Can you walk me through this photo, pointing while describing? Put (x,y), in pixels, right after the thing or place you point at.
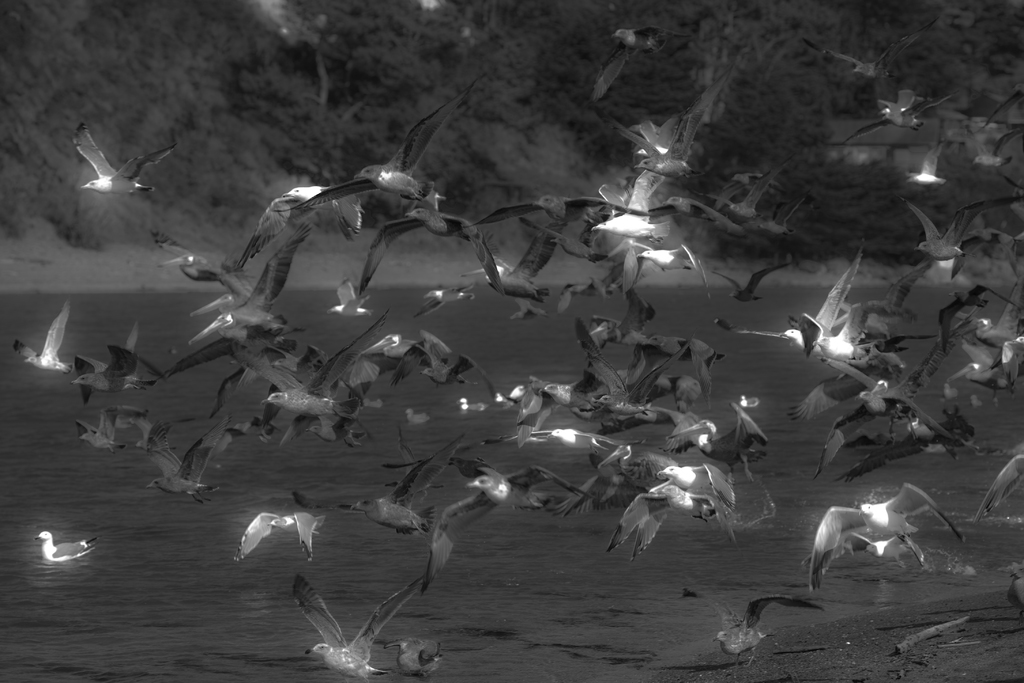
This is a black and white image. In the foreground (515,282), I can see many birds (242,374) are flying in the air (423,462). In the background (68,589) there is a river (496,345). At the top (440,76) there are many trees (236,118).
